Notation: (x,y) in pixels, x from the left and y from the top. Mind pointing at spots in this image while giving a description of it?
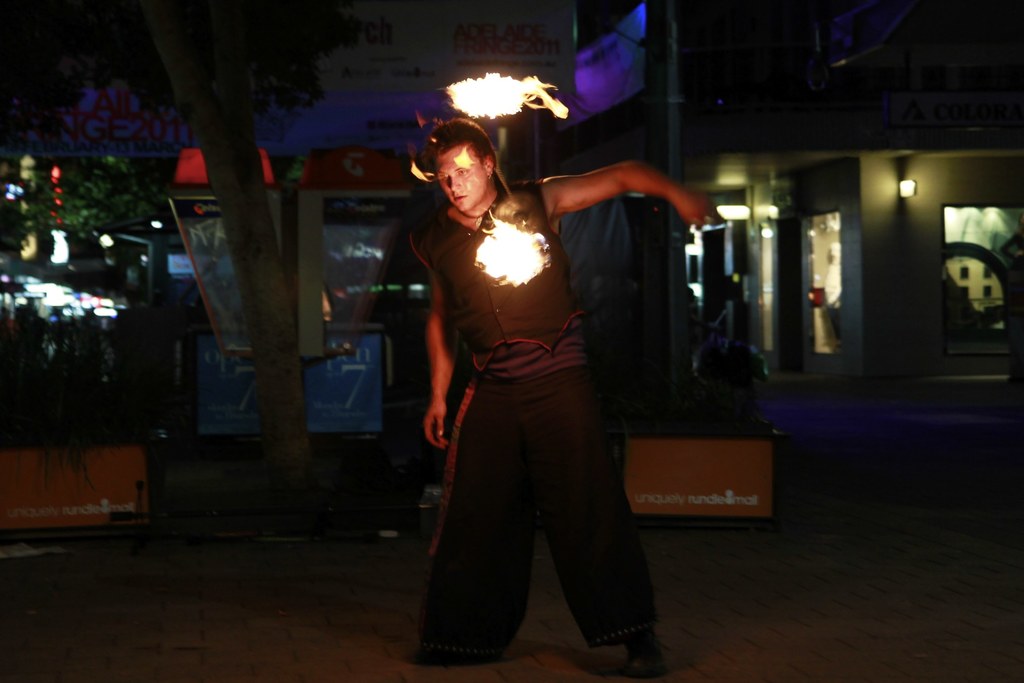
In this image I can see the person (571,558) standing and I can also see the fire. In the background (975,252) I can see few stalls (213,233), buildings (805,281) and few lights (62,248) and I can also see few trees (243,97).
